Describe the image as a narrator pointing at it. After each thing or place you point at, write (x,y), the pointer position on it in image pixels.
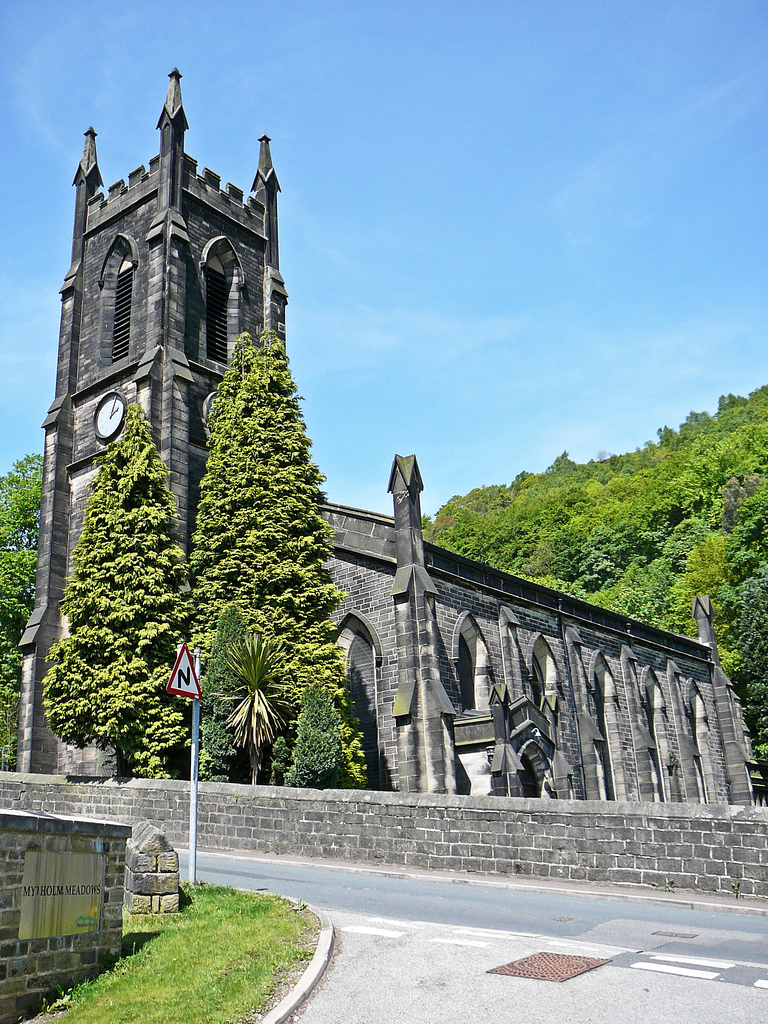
In this image we can see the building (189,347) with clock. In front of the building (428,768) there is the wall (144,801), sign board (185,695) and road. And there are trees (193,635), grass (170,944) and the sky (495,253).
